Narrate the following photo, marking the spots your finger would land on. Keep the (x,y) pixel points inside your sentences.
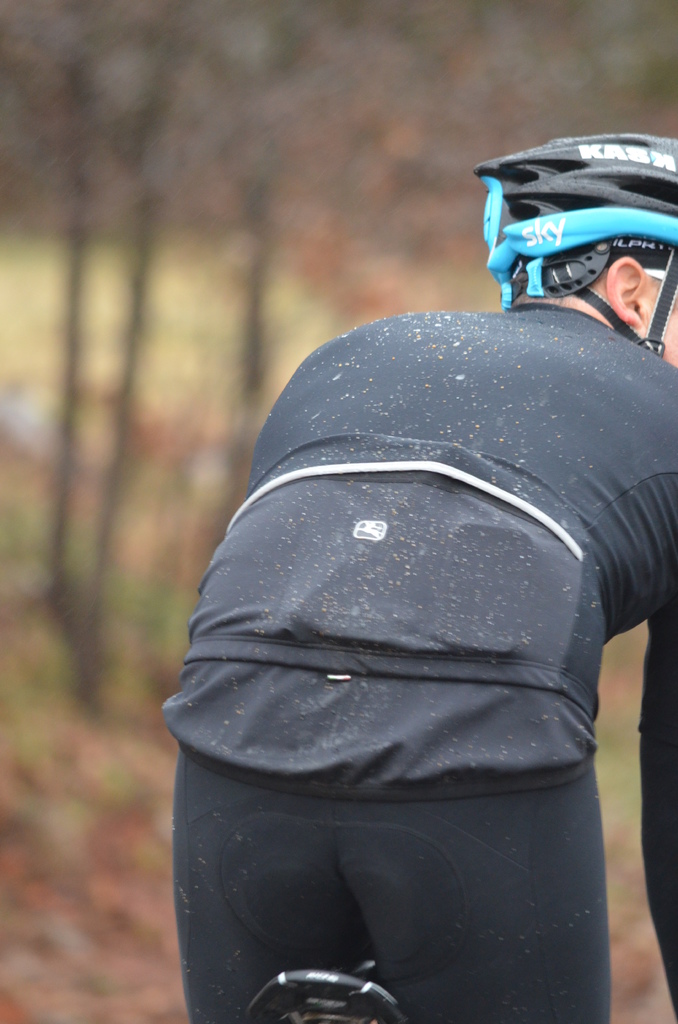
In this image there is a person (292,585) wearing a headgear (586,226) is riding on a bicycle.
